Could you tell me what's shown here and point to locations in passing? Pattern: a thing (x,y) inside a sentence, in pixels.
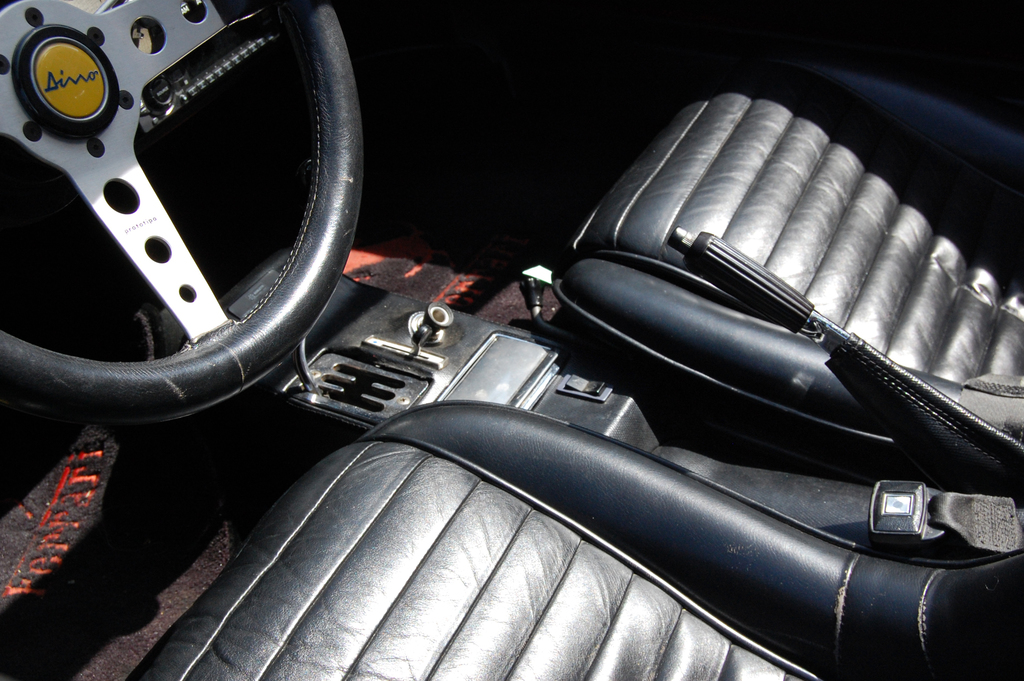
In this image we can see a steering (173,226), in front of the steering (289,254) there are two seats (661,291), in between the seats (737,348) there is a hand-brake (928,444).
